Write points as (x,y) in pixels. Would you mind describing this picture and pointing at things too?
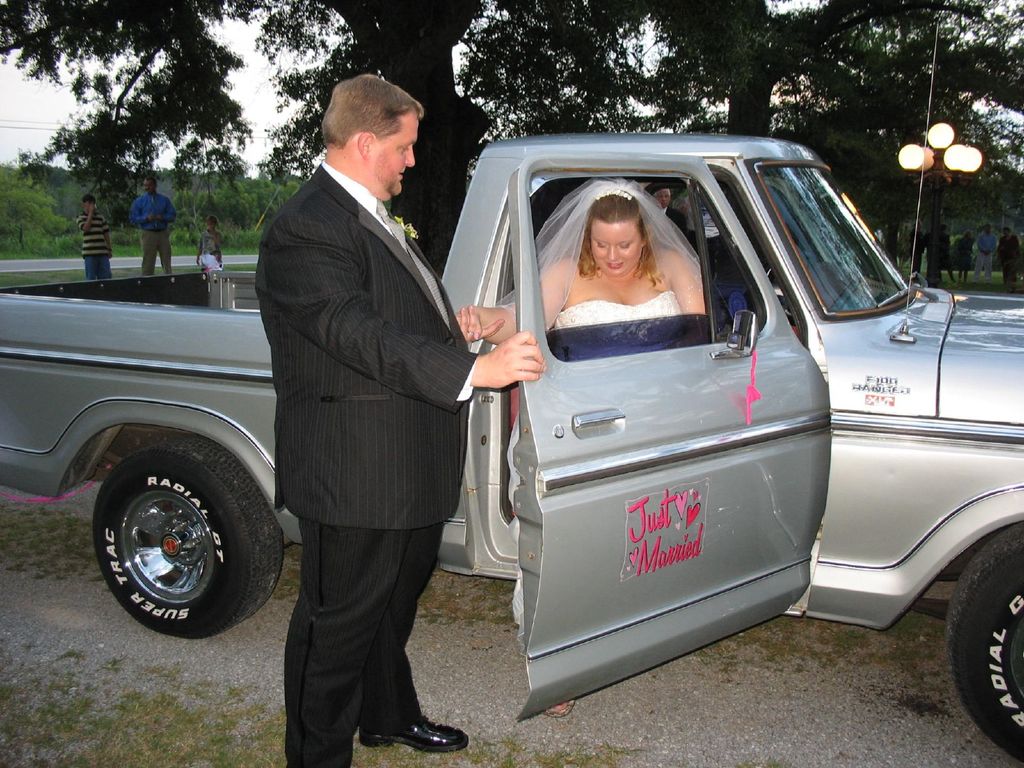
In this image we can see this person (383,479) wearing a black blazer (402,496) and shoes (431,723) is standing on the ground (284,680) and a woman (584,306) wearing white dress (597,318) is getting down from the car (541,677). In the background (217,255), we can see these people (159,230) are standing on the grass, we can see trees (421,32), light poles (975,151) and the sky (65,110).
